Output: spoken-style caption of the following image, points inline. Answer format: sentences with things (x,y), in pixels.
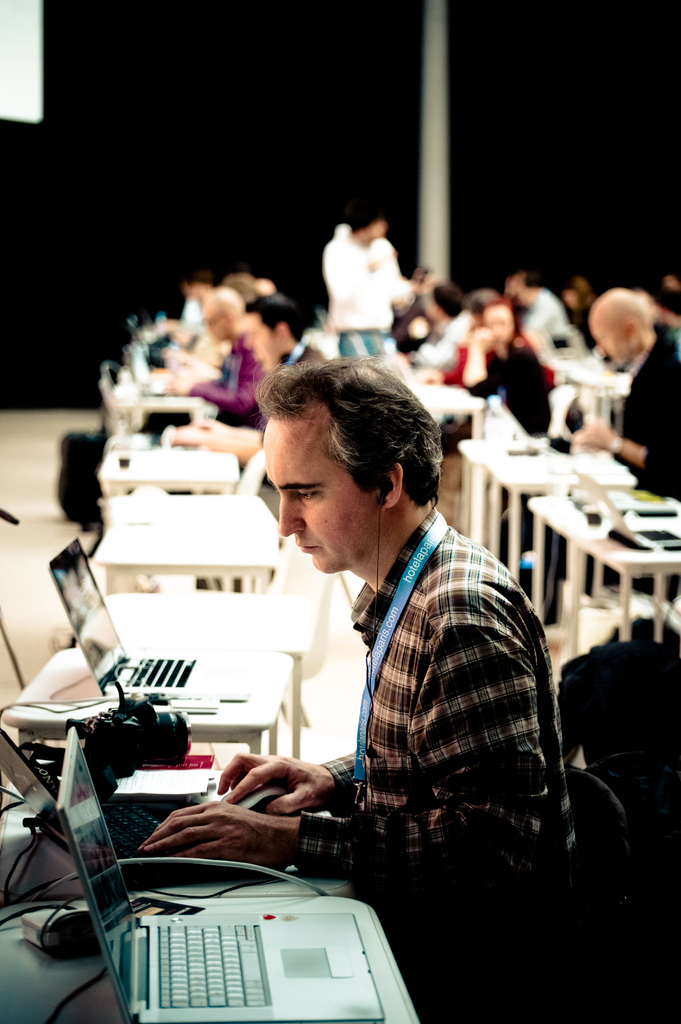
In this image, we can see persons (477,353) sitting in front of tables (94,995). There are laptops (109,674) in the bottom left of the image (101,933). In the background (615,278), image is blurred.
